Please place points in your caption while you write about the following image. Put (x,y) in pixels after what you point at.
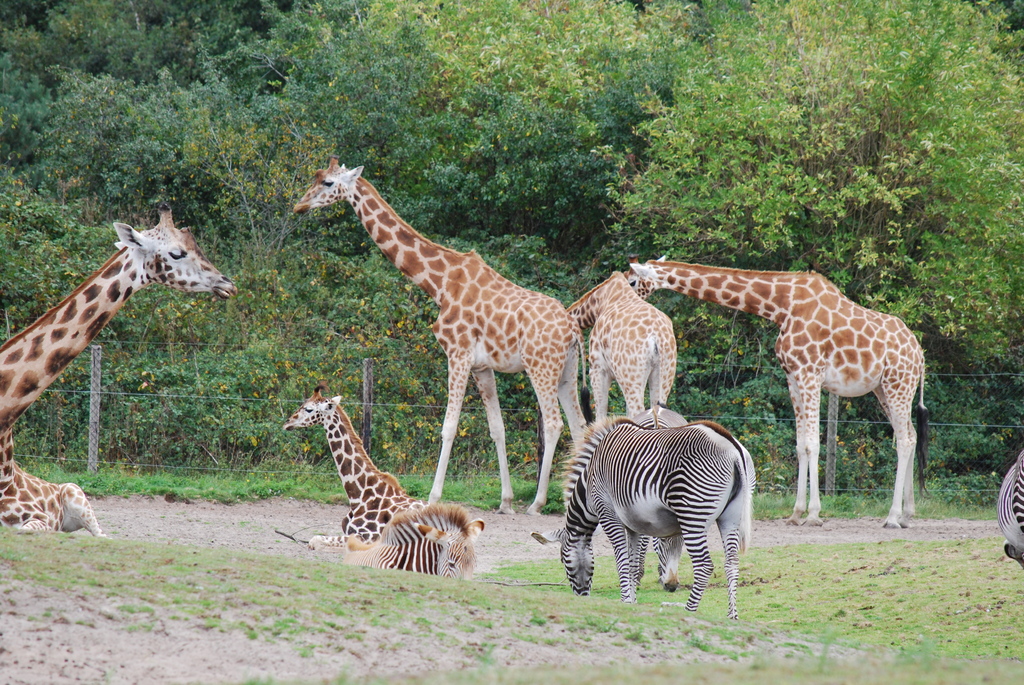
This place is looking like a forest (938,301). Here I can see few giraffes (511,349), zebras (631,518) and a young zebra (436,537) in the ground (431,632). At the back of these there is a fencing (96,394). In the background (521,133) I can see the trees (521,133).
